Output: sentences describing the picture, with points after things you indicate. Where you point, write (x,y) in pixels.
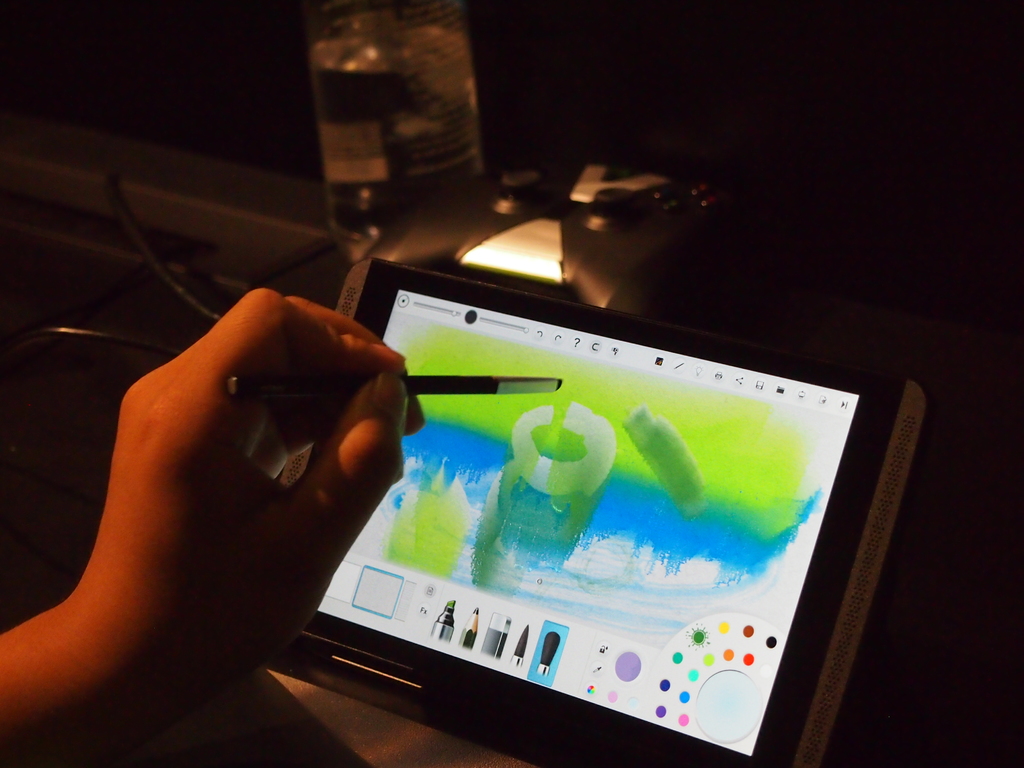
In this picture a person (292,366) is drawing in the mobile (693,510), and also we can see a bottle (440,153) and a light (508,244).
